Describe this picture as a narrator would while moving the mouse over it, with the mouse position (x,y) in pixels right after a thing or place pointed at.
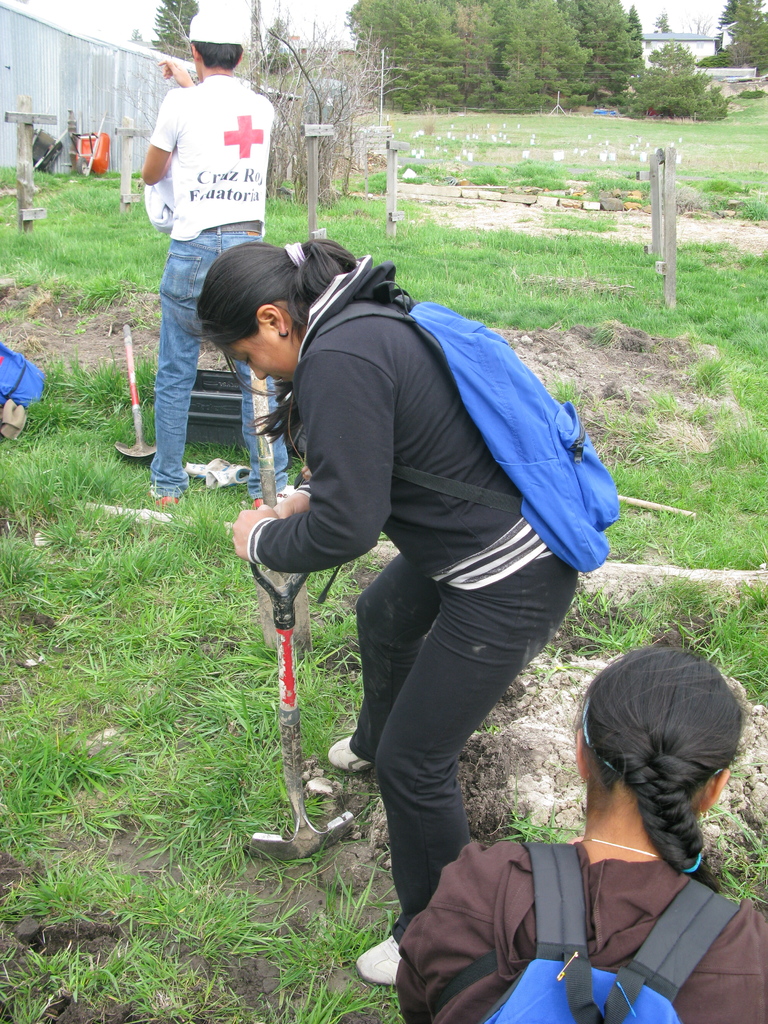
In this image I can see an open grass ground (482,157) and on it I can see three persons (243,426) and in the front (404,505) I can see two of them (455,550) are carrying blue colour bags (536,1002) and one of them (241,557) is holding a shovel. In the background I can see number of poles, number of trees (332,68), buildings (26,34) and on the left side (31,398) I can see a blue colour bag (41,375) and a shovel (137,416) on the ground (84,329). I can also see few other things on the top left side of this image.
